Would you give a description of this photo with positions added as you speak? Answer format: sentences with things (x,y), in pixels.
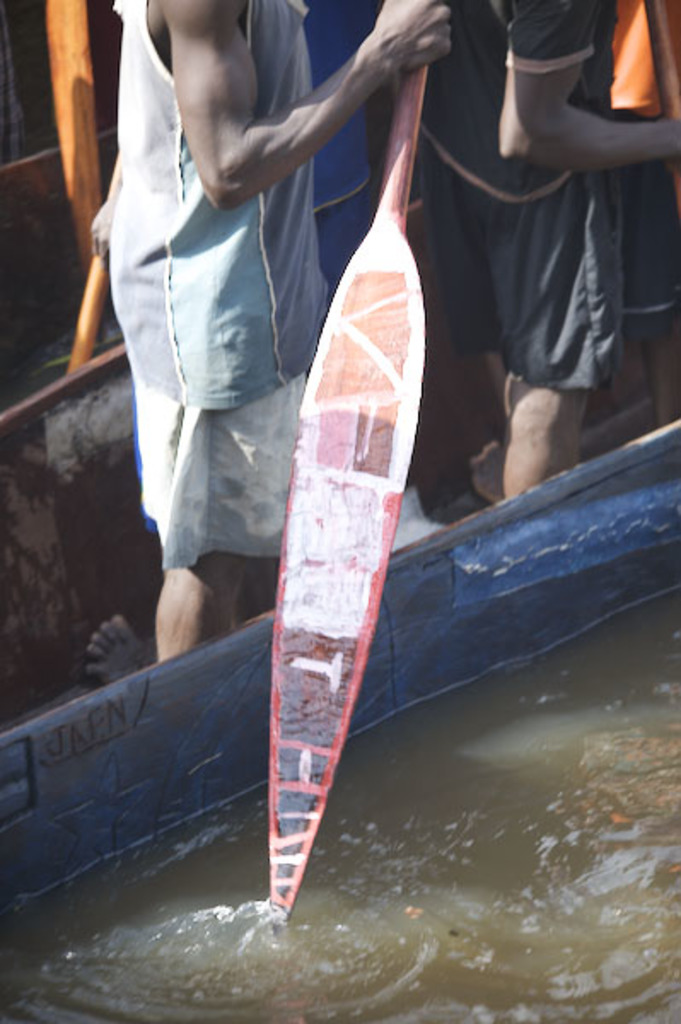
In this picture we can see the water (387,792), paddle (407,374), some people (338,135) and in the background (112,445) we can see some objects (114,549).
